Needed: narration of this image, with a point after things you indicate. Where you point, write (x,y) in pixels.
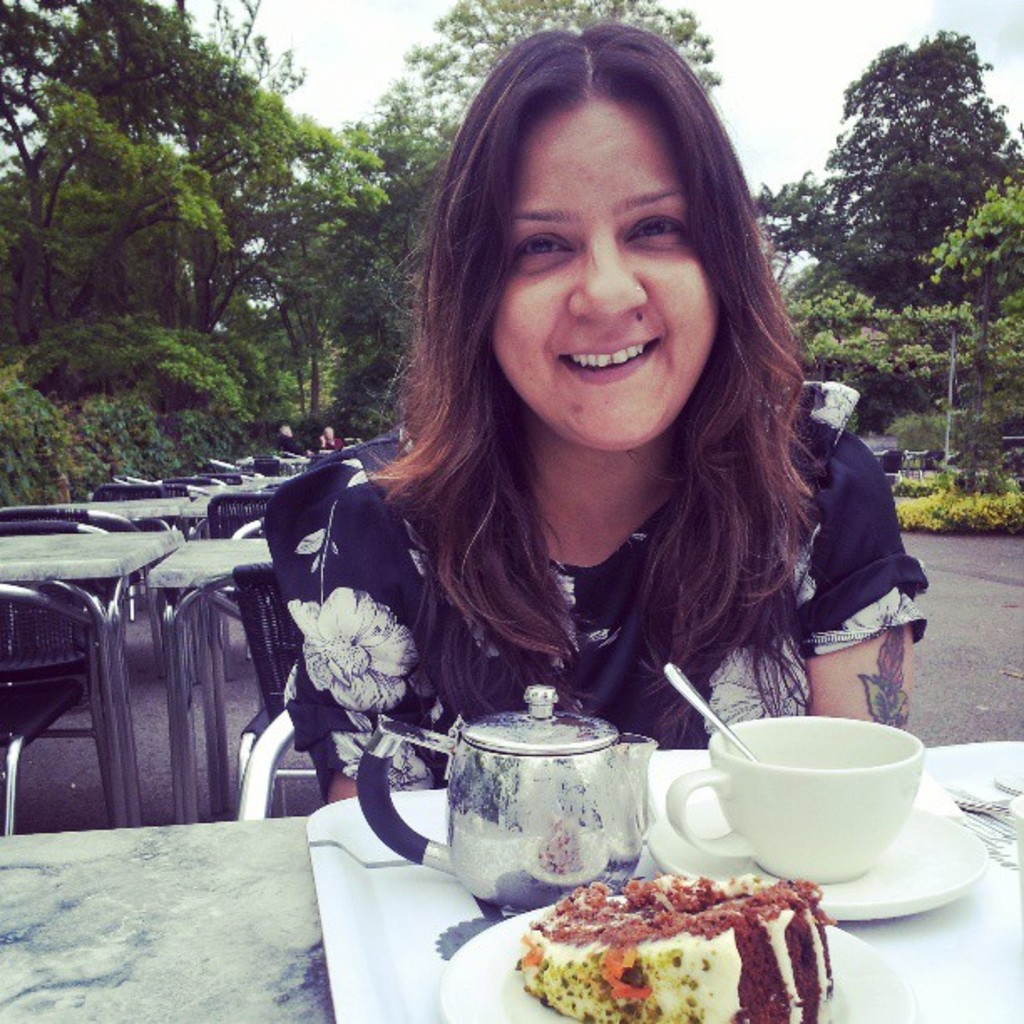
In the center of the image (667,396) there is a woman (366,506) sitting at the table (176,951). On the table (324,955) we can see cup (738,843), saucer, kettle (619,808) and pastry (631,979). In the background (825,29) we can see tables (120,580), chairs (223,509), persons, trees (827,230) and sky (794,44).
